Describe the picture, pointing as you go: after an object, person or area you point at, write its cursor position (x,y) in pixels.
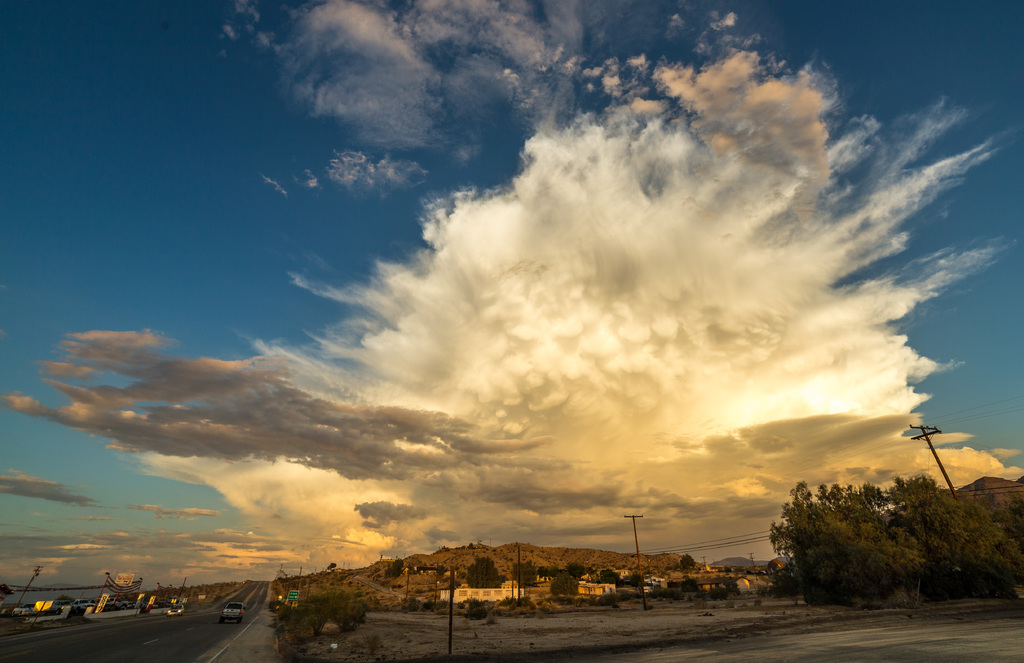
On the left side of the image (225,616) there are cars (21,609) on the road (114,630). There are display boards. There are electrical poles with cables (651,549). There are trees (815,535), buildings (487,590), mountains (386,598). At the top of the image (866,134) there are clouds (168,389) in the sky (327,277).
